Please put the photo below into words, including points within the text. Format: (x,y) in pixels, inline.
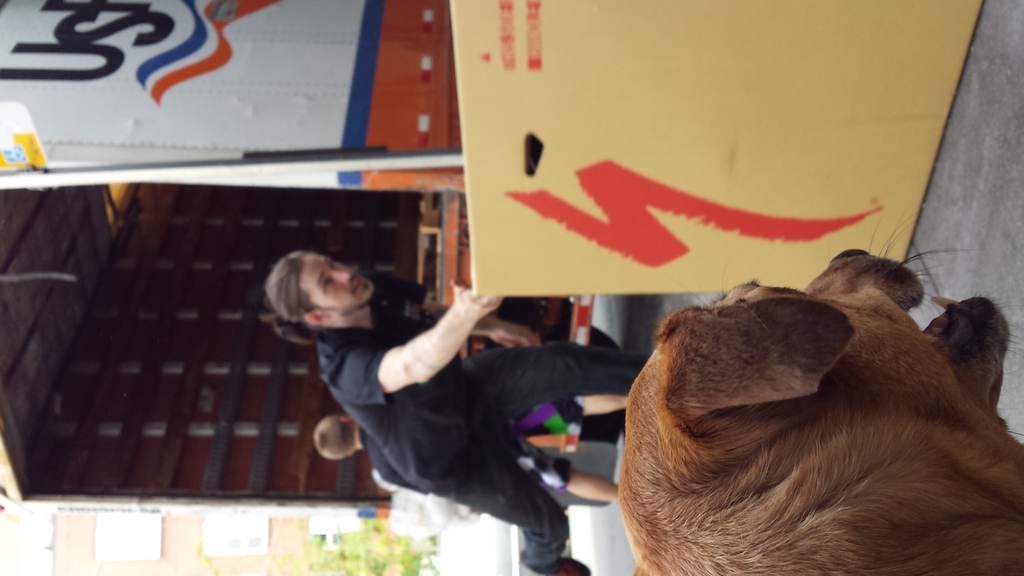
In the foreground of the picture (737,314) there is a dog (702,395). In the center of the picture (438,358) there are people (366,363), board (464,144) and a truck (184,336). At the bottom (182,551) towards left (200,552) there is a building (222,538) and there are plants (340,558).
